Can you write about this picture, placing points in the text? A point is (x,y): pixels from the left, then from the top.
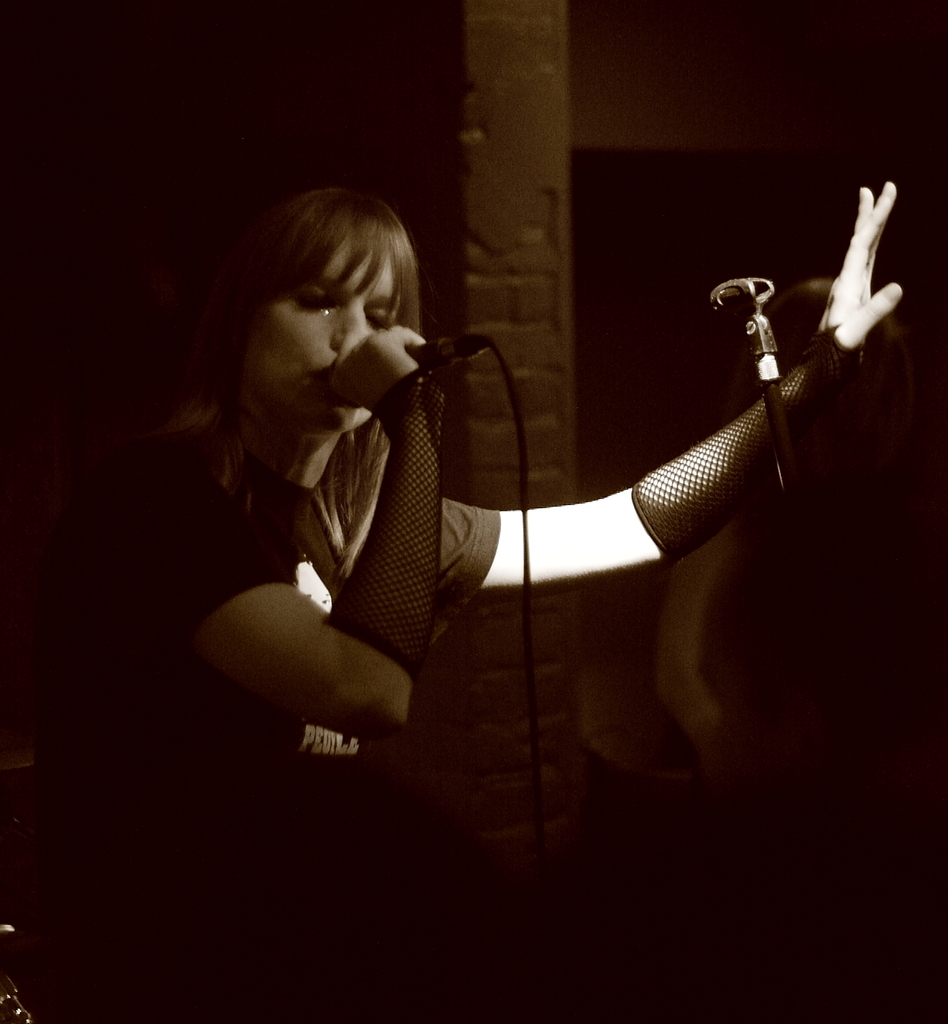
This is a dark image, we can see a woman (168,590) standing and she is singing into the microphone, in the background (445,407) we can see a wall (526,200).
